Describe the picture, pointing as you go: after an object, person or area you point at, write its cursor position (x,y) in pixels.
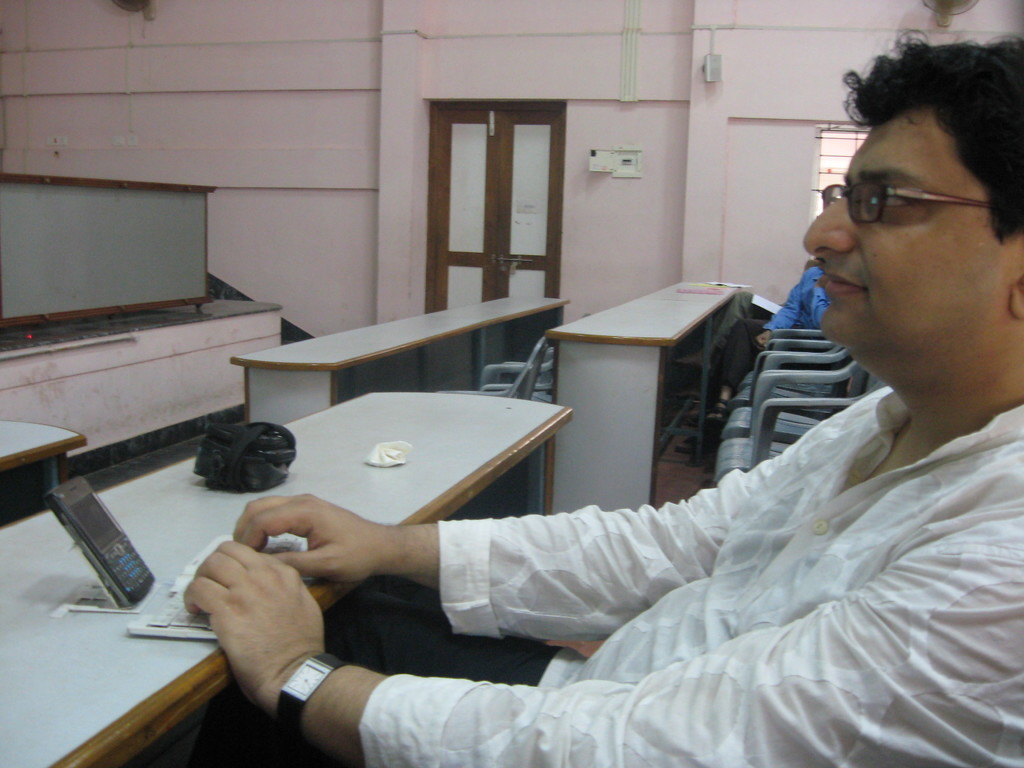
In this image there is a person (693,562) wearing white color shirt (733,483) typing something and at the background of the image (459,239) there is a door (479,227) and wall (369,188).
